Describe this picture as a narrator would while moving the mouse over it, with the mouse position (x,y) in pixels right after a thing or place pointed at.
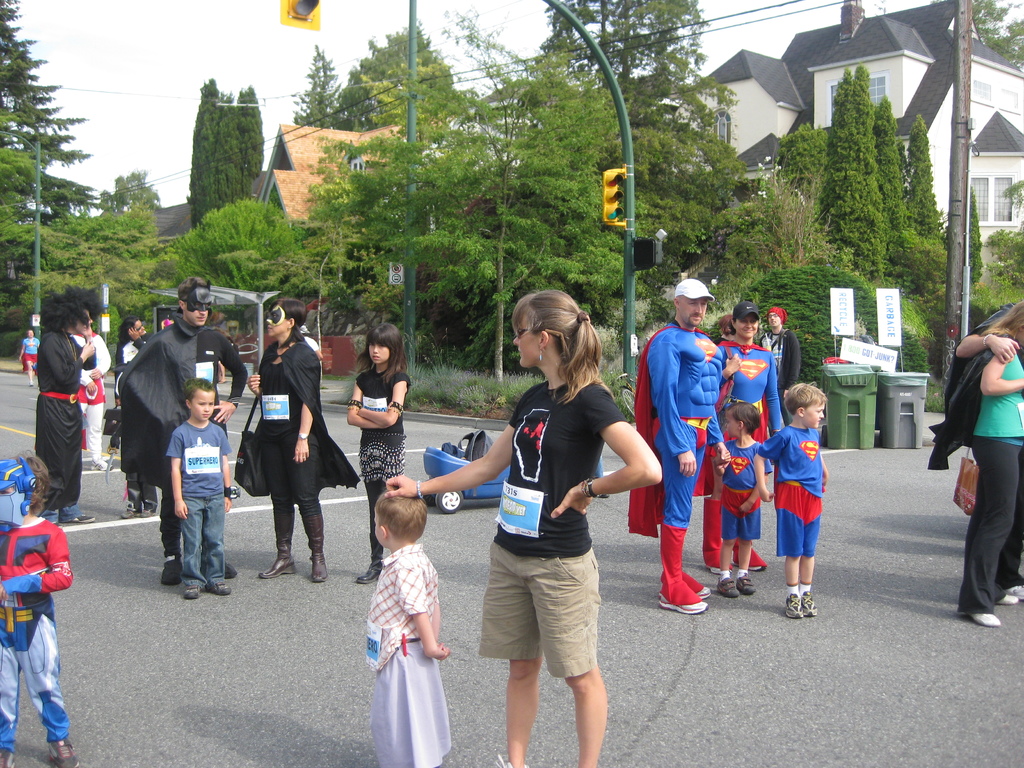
In this picture we can see the sky (170,150), trees (422,227), house (973,98), traffic signals (306,12), poles (629,239), boards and trash cans (886,433). We can see people (491,473) and a blue vehicle (443,451) on the road (151,528).
